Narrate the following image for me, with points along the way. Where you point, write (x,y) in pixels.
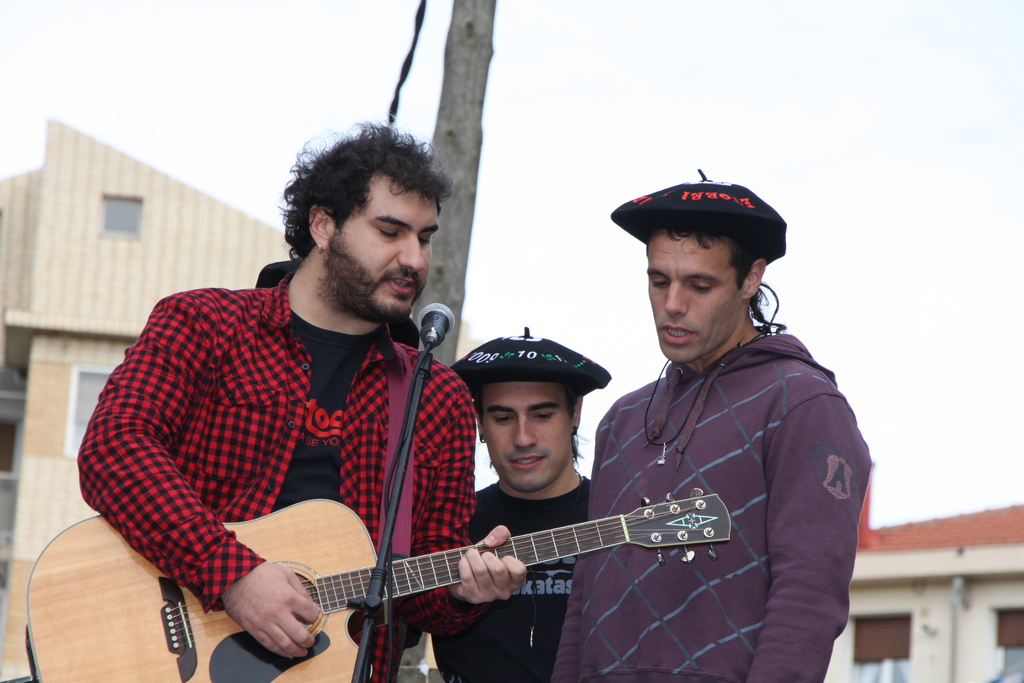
In this Image I see 3 men (414,257) who are standing in front of a mic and this man (259,289) is holding a guitar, In the background (19,540) I see 2 houses (15,540) and a wooden pole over here.
